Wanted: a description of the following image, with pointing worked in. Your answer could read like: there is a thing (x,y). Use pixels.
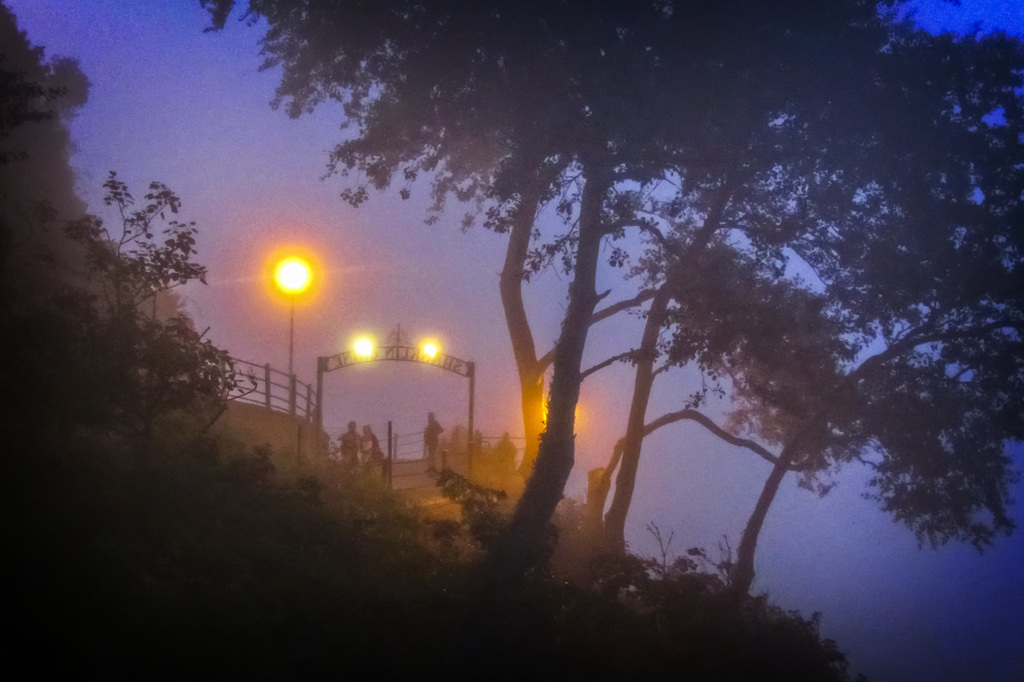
In this picture we can see there are trees (232,379), an arch (387,359), iron grilles (268,385), fog (393,394), people (348,426) and street lights (285,270).
